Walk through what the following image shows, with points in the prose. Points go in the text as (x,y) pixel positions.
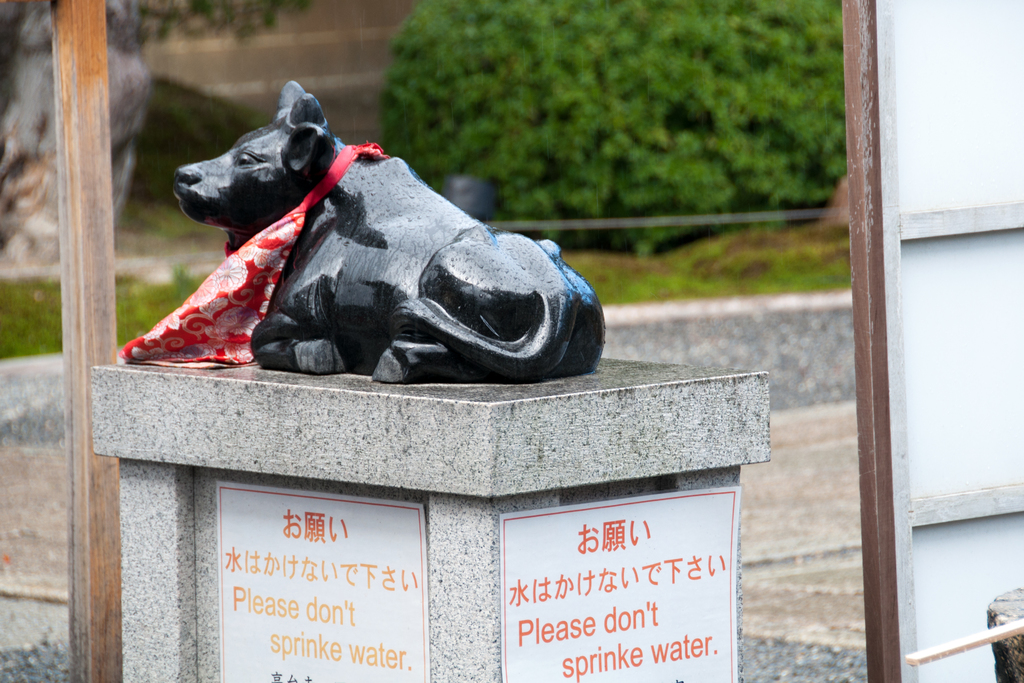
In the image there is a statue of an animal (333,269) on a marble pillar (343,385), behind the statue (286,181) the background (418,90) is blurry.
